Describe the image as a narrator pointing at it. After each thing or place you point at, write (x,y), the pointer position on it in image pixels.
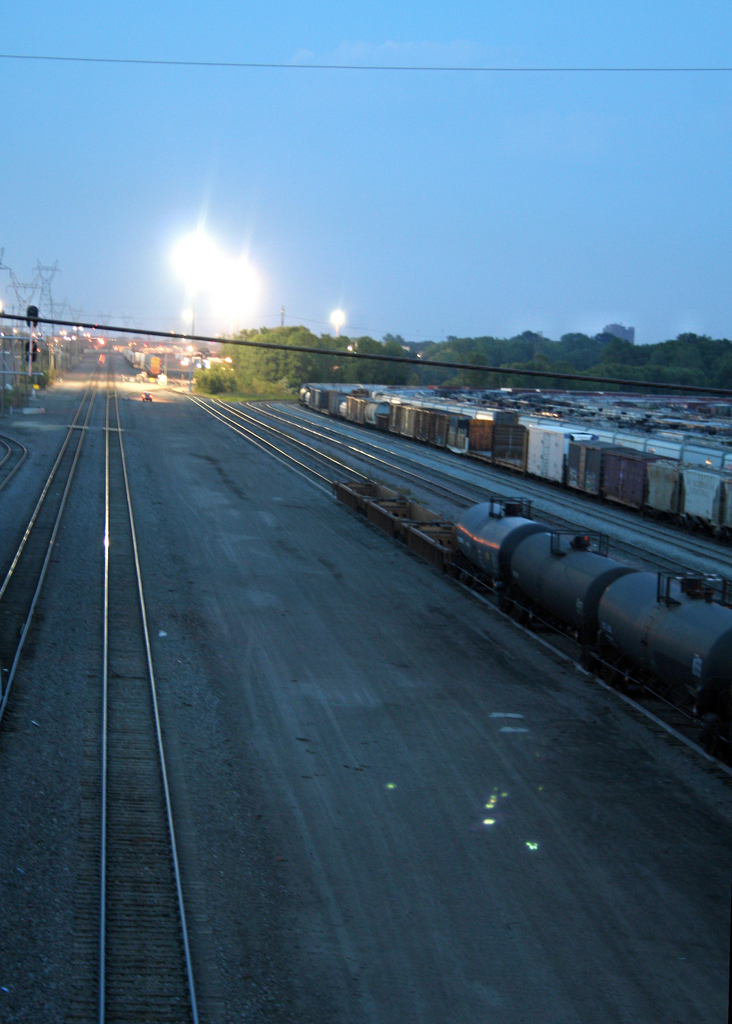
In the image we can some tracks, on the tracks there are some locomotives (716,610). Behind the locomotives (424,420) there are some trees (716,379) and poles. At the top of the image (342,271) there is sky (410,215).
